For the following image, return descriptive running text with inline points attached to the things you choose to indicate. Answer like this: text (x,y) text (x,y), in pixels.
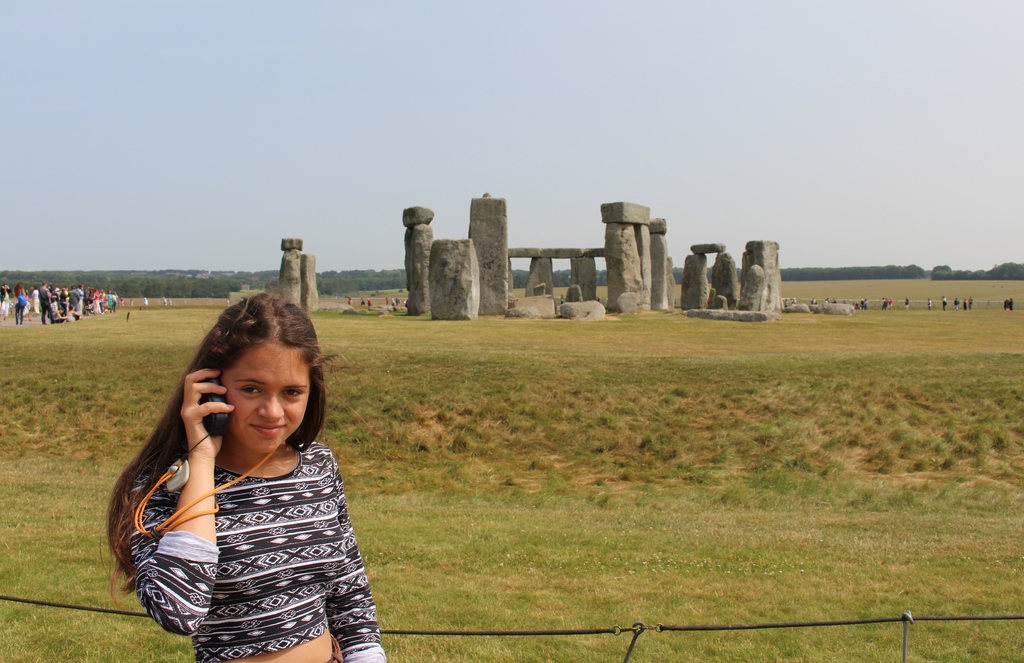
In this image I can see an open grass ground (465,427) and on it I can see number of people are standing. In the front of the image (159,611) I can see a girl (207,659) and I can see she is holding a black colour thing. Behind her I can see few wires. In the centre of the image (574,313) I can see number of stones (501,313) on the ground (921,389). In the background (917,239) I can see number of trees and the sky (524,264).
